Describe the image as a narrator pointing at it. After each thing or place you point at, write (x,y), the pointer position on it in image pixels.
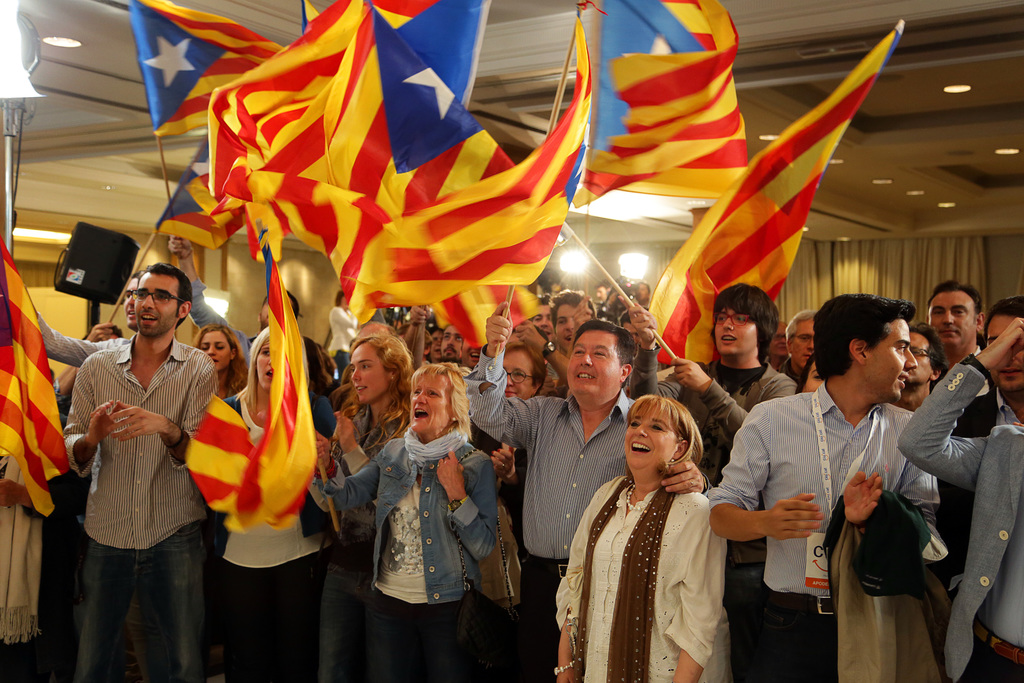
In this image I can see group of people (633,397) standing and holding few flags (735,273) and the flags (166,47) are in blue, white, yellow and red color. In the background (3,130) I can see few lights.
